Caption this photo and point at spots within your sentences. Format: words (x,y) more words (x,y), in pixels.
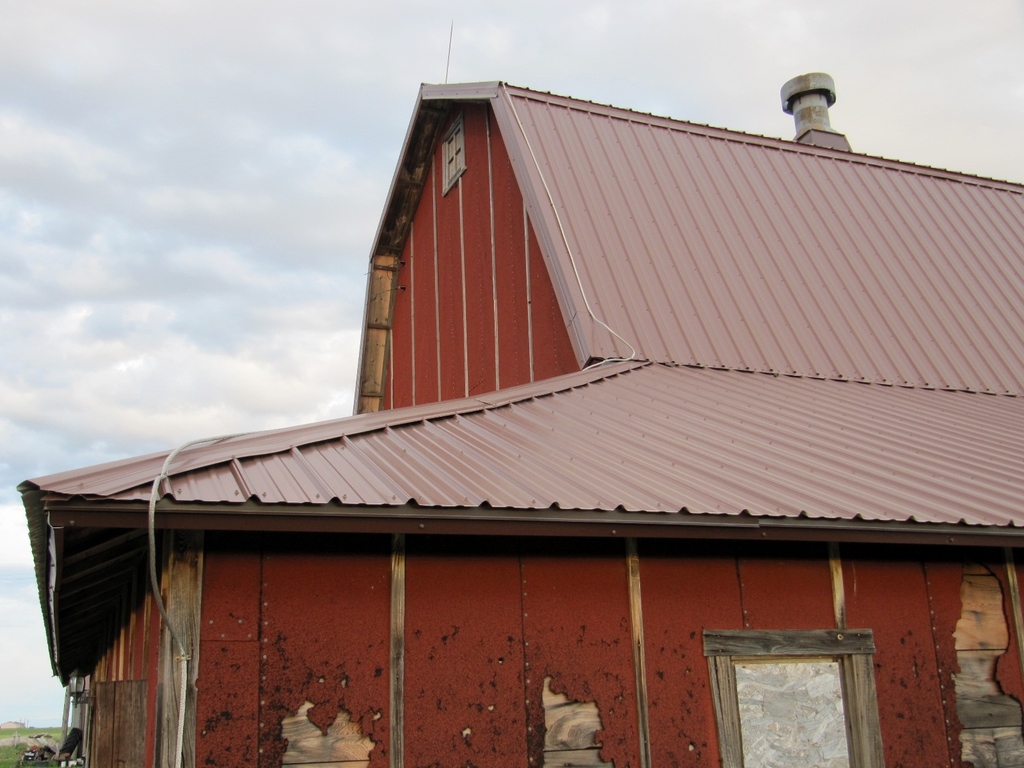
In this image we can see there is a building (140,739), tire (74,738), grass (32,729) and some objects (83,703). And at the top (239,120) there is a sky (244,223).
